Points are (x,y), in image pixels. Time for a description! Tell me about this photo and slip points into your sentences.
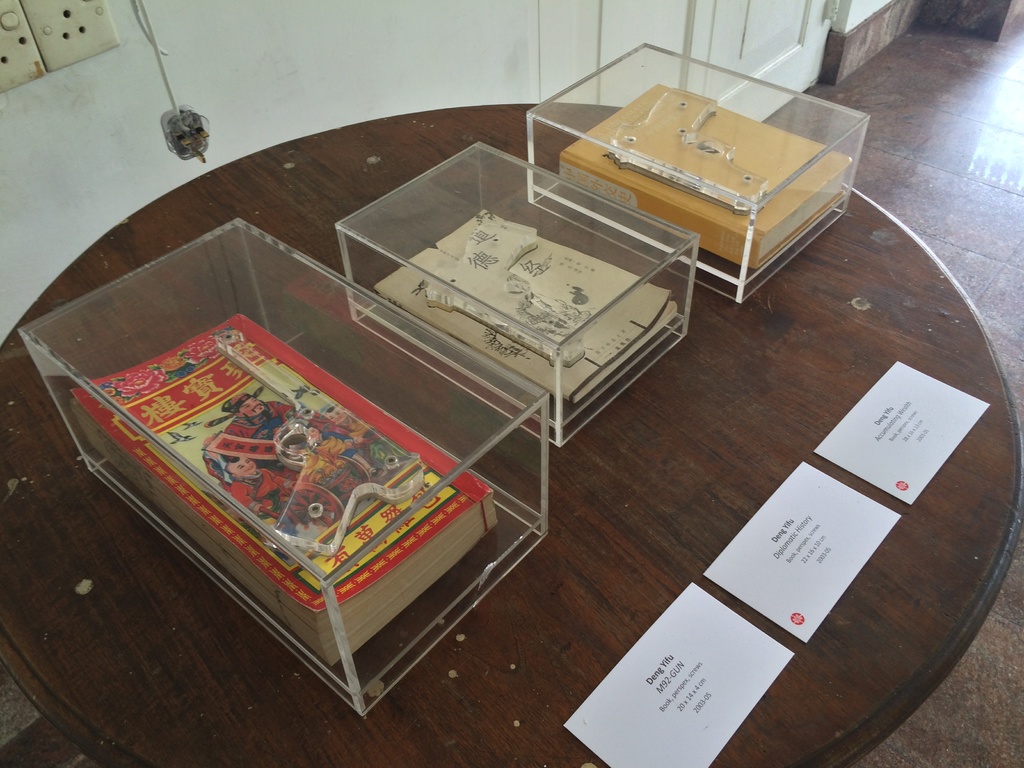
On this wooden table (46,611) there are papers (850,546) and glass boxes (408,396) with books (484,350). Floor (924,201) with tiles (911,150). Socket (60,36) is on wall (228,40).
